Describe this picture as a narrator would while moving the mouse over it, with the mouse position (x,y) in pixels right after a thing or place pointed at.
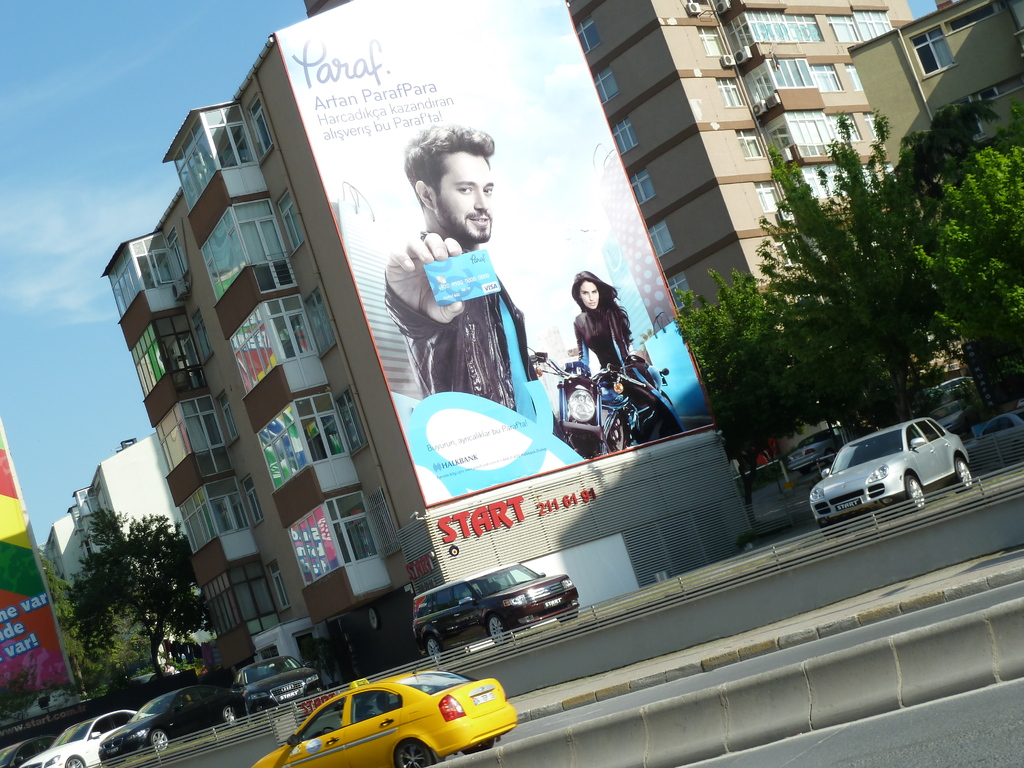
In this image i can see few vehicles (433,628) trees (862,419) and building (322,249). In the background (122,89) i can see sky (70,79), there is a huge banners (597,307) in the building (537,538).
